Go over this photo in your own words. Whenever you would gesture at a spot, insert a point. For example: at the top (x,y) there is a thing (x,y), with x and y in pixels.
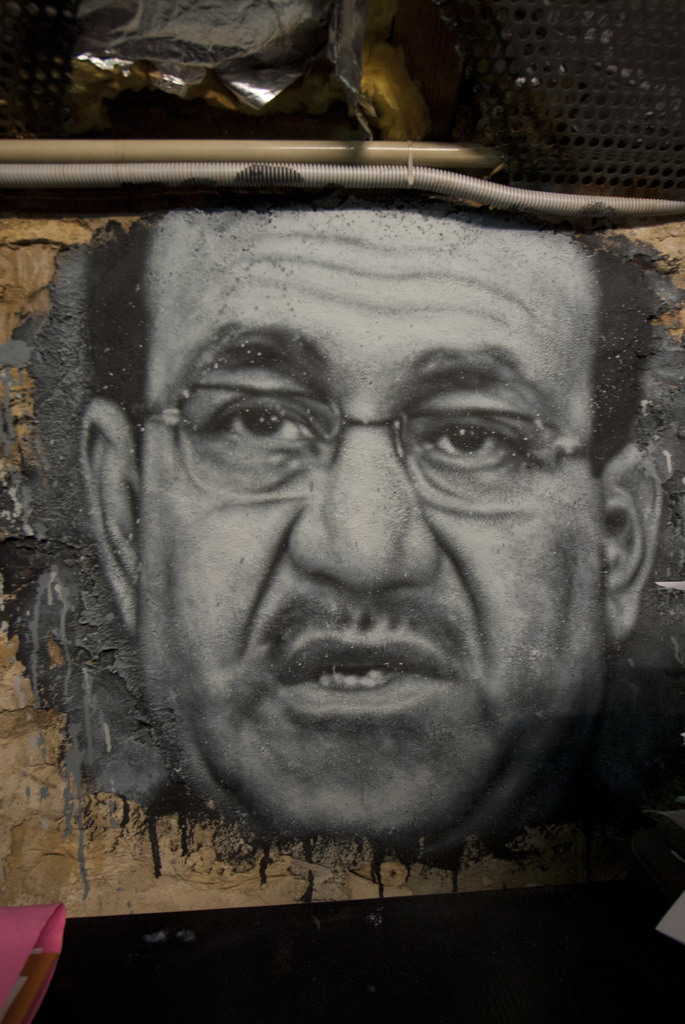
In this image there is a picture (295,653) of a person (317,548) and there are some other objects (279,81) in the background (286,159).
